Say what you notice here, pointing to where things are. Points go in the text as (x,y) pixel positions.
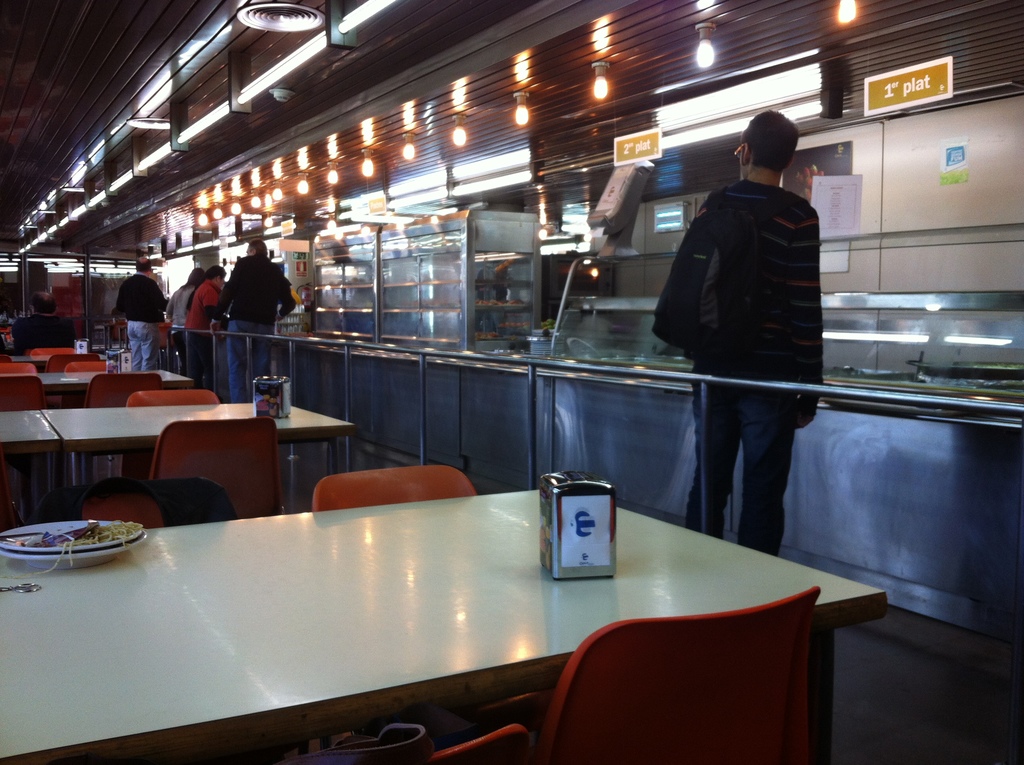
There is a man (733,413) standing behind the railing (753,379) in this picture. There are some tables (221,588) on which some plates (61,560) are placed and some chairs (212,461) here. In the background (232,293) there are some people (192,295) standing. There are some lights (366,199) here.
